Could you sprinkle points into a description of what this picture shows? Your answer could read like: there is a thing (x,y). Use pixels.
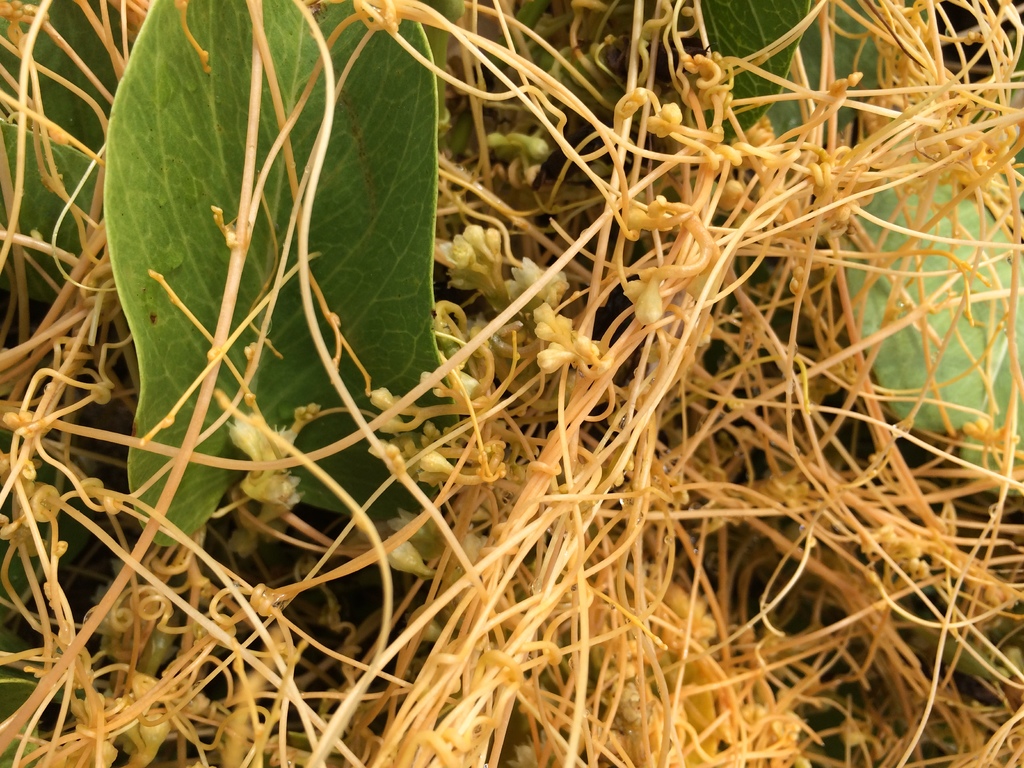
In this image we can see stems (479,485) and leaves (187,182) of a plant (702,345).
